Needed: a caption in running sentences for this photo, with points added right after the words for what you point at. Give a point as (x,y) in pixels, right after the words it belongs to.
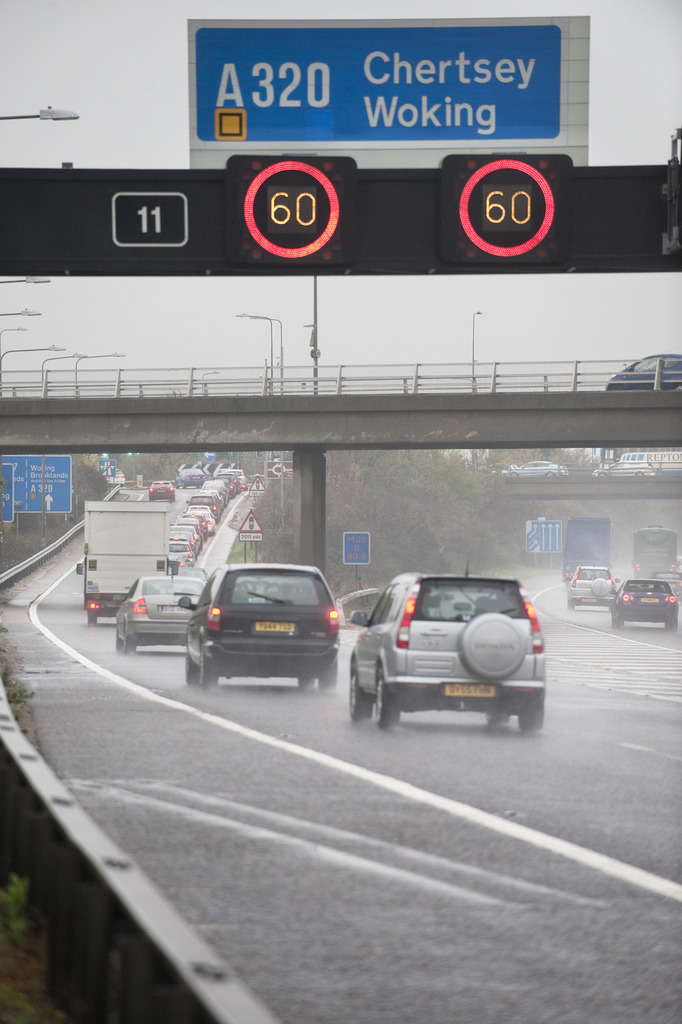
This picture shows few cars (538,702) and few vehicles (178,538) moving on the freeway (218,690) and we see sign boards (469,121) and a speed display Board (326,215) and we see trees (331,513) and few pole lights (313,348) and a cloudy sky (360,348).
